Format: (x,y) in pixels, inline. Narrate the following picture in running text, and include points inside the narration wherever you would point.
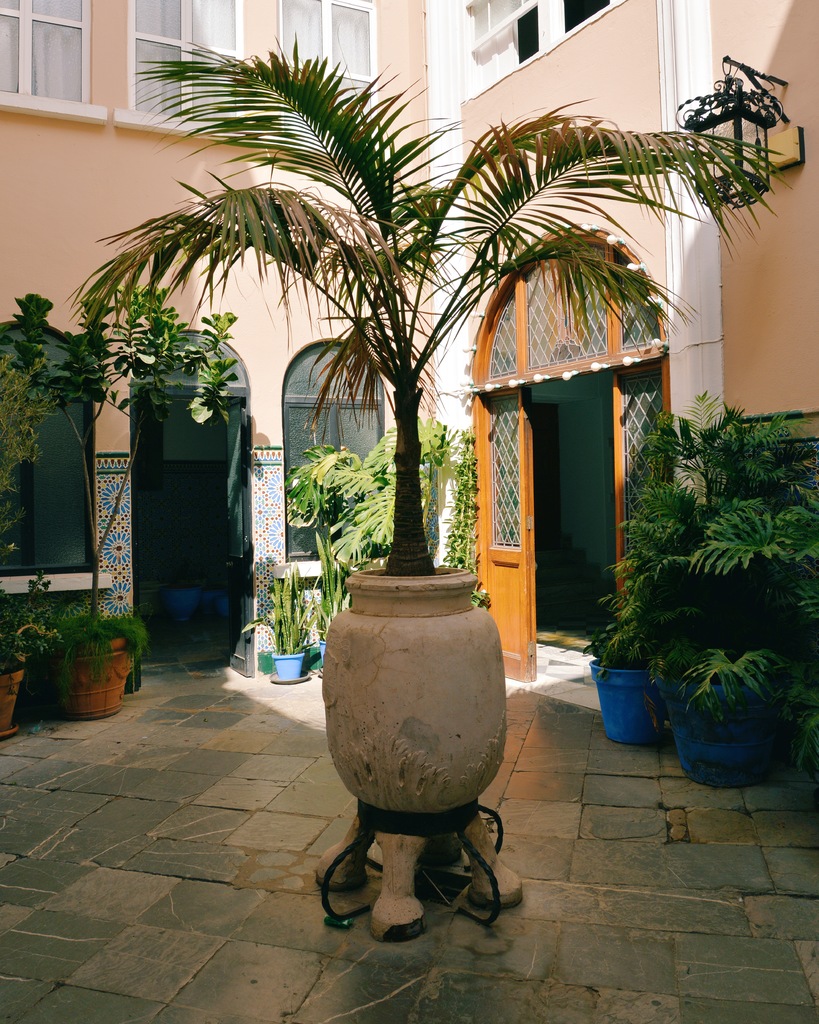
In the picture there is a building (369,4) and in front of the building (267,414) there are some plants (322,523) and on the right side (560,476) there is a door (501,499), there is a tree (417,572) kept at the center of those plants (676,632).
